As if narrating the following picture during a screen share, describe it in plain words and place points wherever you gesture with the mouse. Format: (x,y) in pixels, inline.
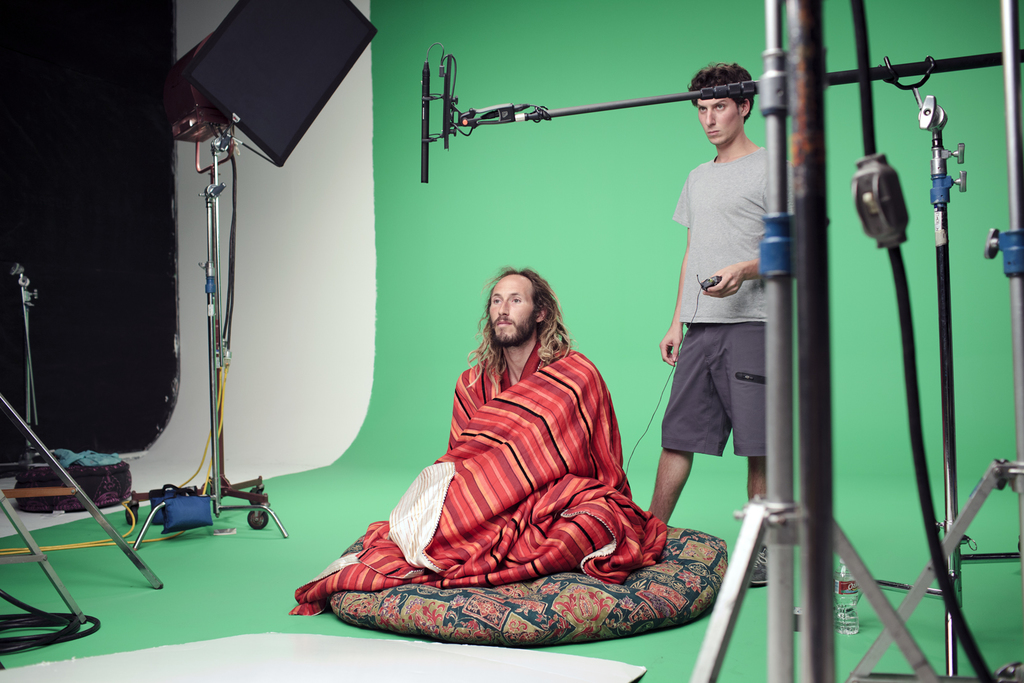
In this picture we can see a man (611,579) sitting on the cushion (510,597) and covering with colorful cloth (526,487). Behind there is a boy (721,326) wearing grey t-shirt (758,252) is standing and looking to the camera. In the front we can see some stands (228,507) and microphone (447,99). Behind there is a green color paper (555,47) in the background (424,221).
